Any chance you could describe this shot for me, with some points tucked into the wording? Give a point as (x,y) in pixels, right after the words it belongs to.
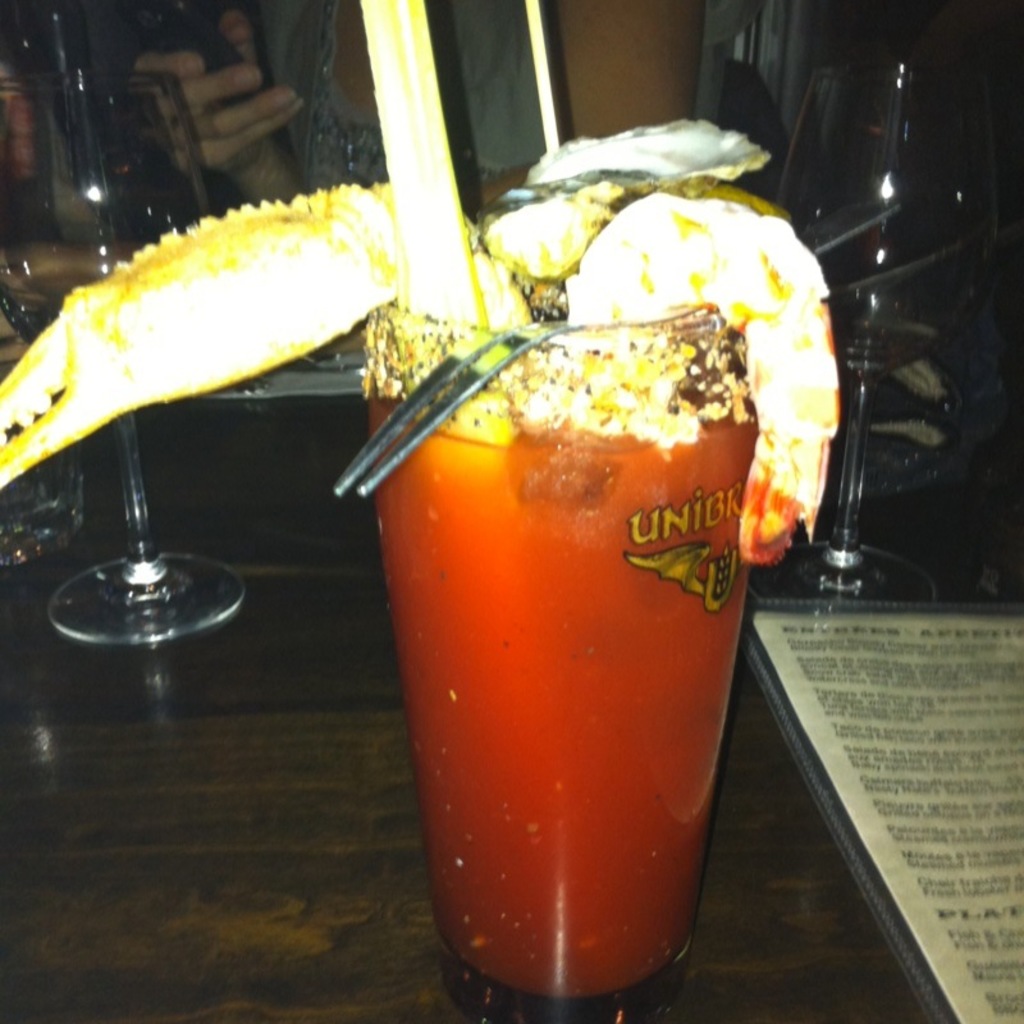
In this image we can see a few glasses (533,503) and a poster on the surface (317,579), among those glasses (415,513) one glass (488,507) is filled with some drink (480,499), in the background (223,52) we can see a person (246,76) holding a mobile phone (234,59).
